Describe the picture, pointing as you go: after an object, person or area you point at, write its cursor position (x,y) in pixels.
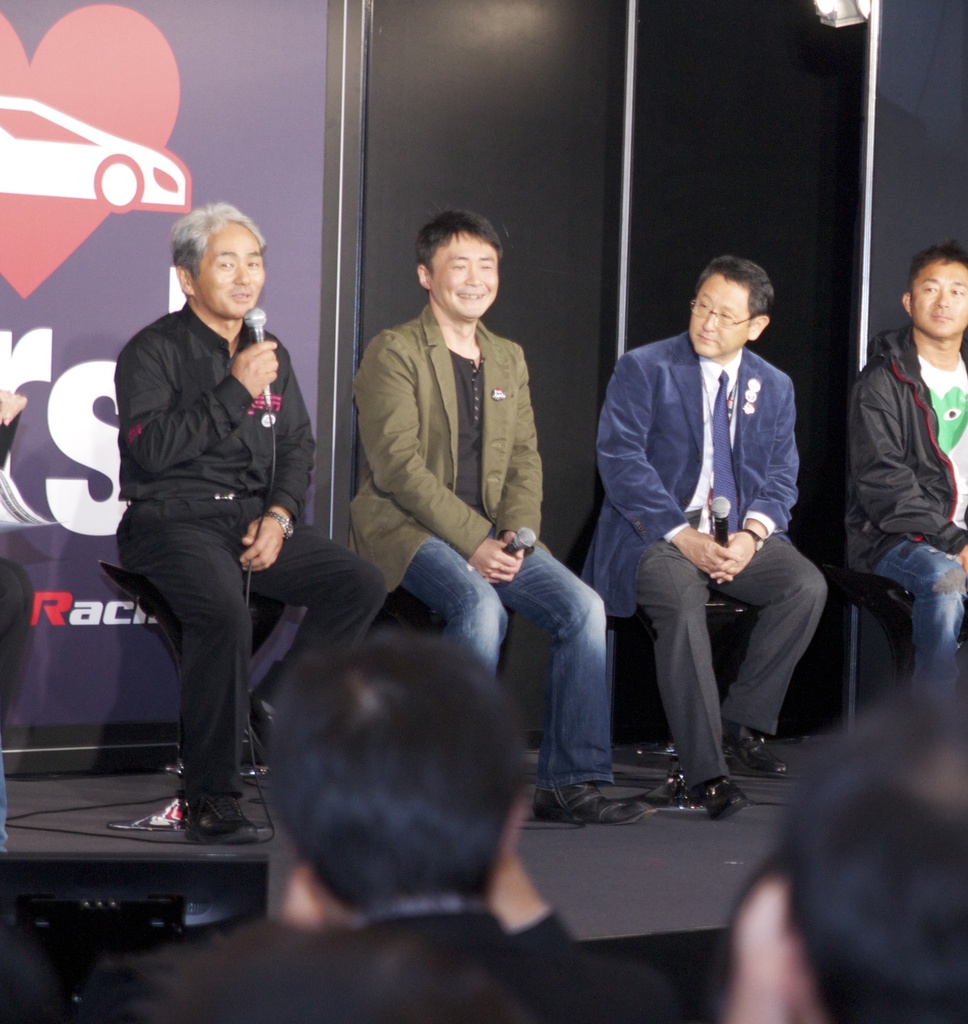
In this image in the center (633,435) there are some people (509,461) who are sitting on chairs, and three of them (734,535) are holding mikes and one person (203,454) is talking. At the bottom (453,865) there are two persons (553,968), and in the background (82,281) there is a board (257,122).
